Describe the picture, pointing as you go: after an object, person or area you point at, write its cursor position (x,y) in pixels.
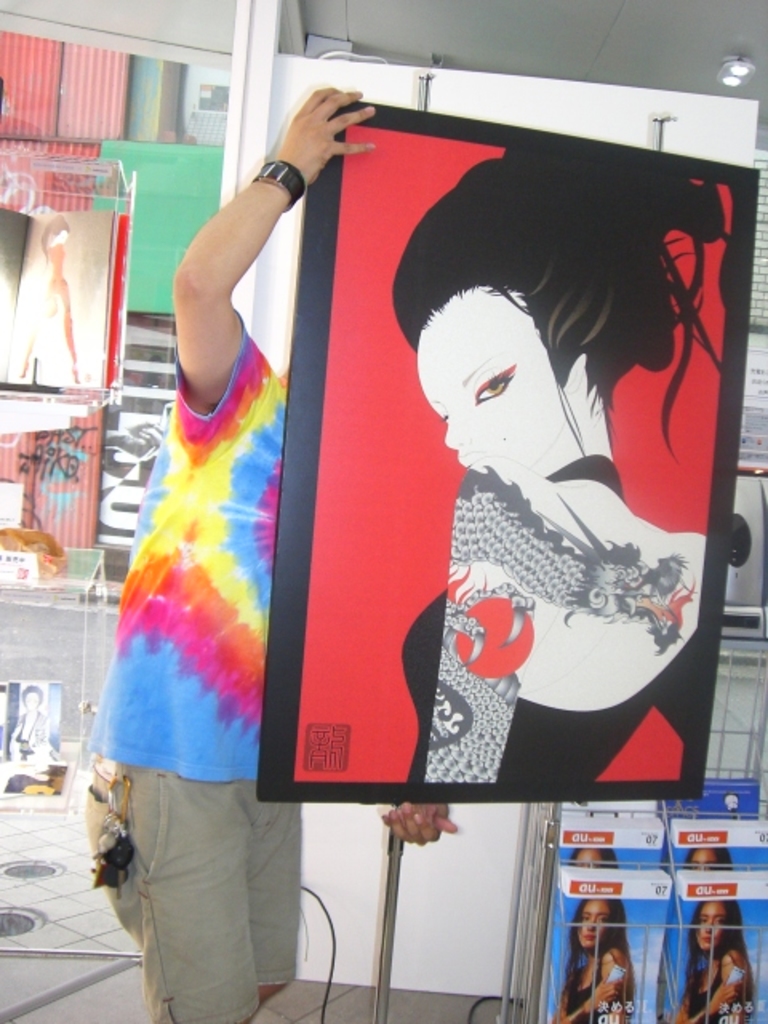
In this image, we can see a person (247,570) wearing clothes (205,585) and holding a painting (344,229) with his hands (443,827). There are boxes (625,852) in the bottom right of the image (670,945). There is a light (722,81) on the ceiling (672,69) which is at the top of the image (563,44).
